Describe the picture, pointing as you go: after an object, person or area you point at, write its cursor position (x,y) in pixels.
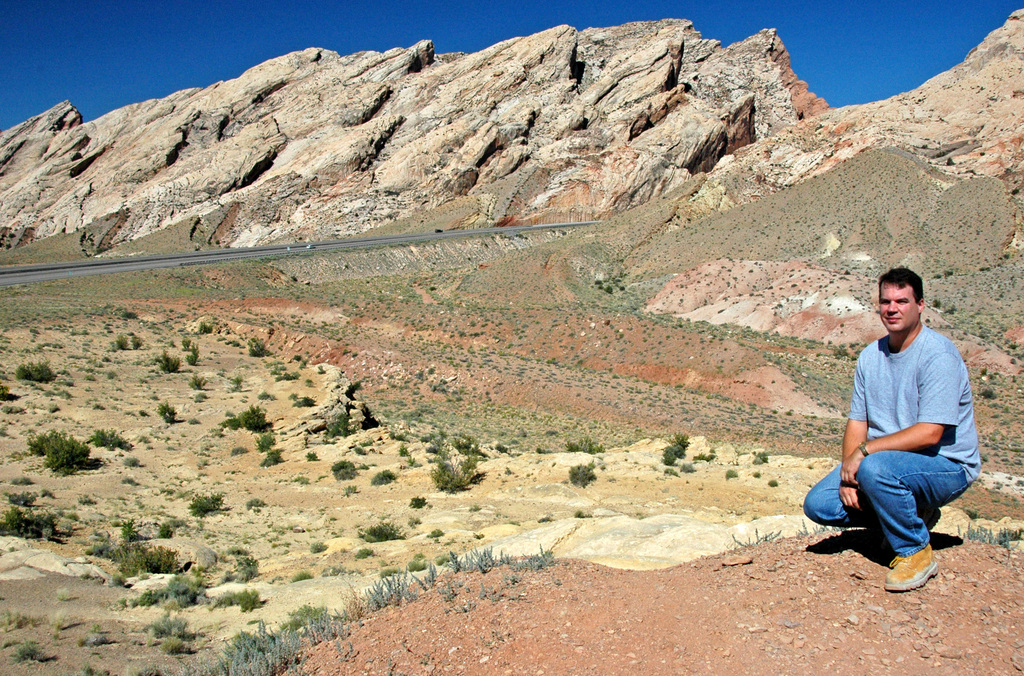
In this image on the right side (910,355) there is one man (926,362) sitting, and at the bottom (438,574) there is sand (317,591) and some plants (211,507). And in the background (529,393) there are mountains (680,247), road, plants (446,313) and sand (604,335). At the top (114,35) there is sky (931,34).
